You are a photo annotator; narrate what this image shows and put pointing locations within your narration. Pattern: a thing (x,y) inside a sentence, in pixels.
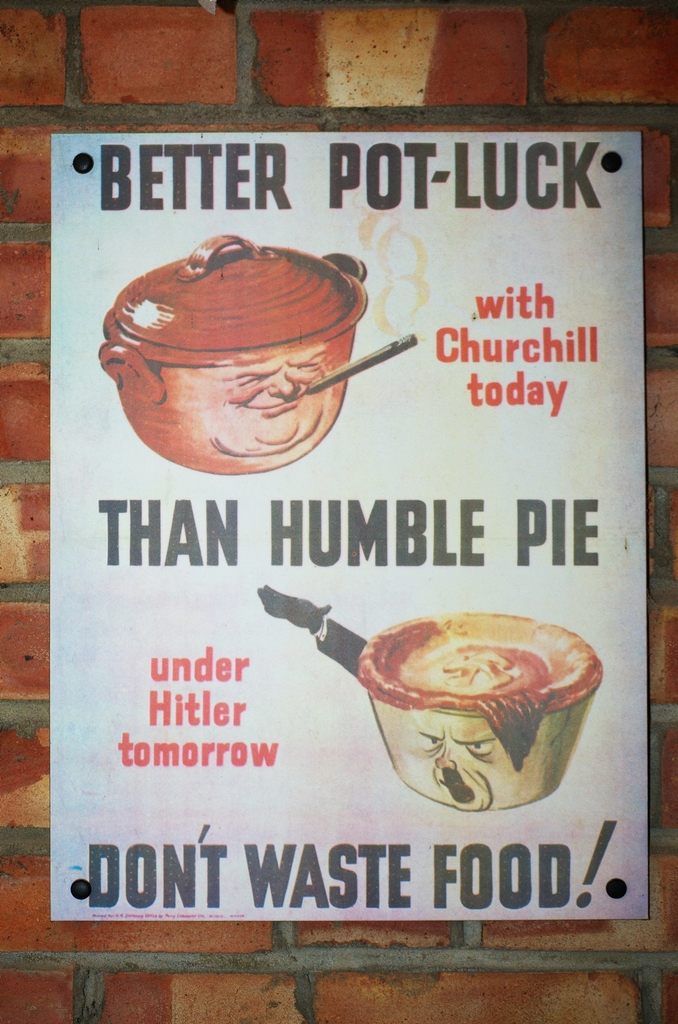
In this image we can see a poster (253,545) with some images (245,455) and text (190,511) on it, which is on the brick wall (177,117).
